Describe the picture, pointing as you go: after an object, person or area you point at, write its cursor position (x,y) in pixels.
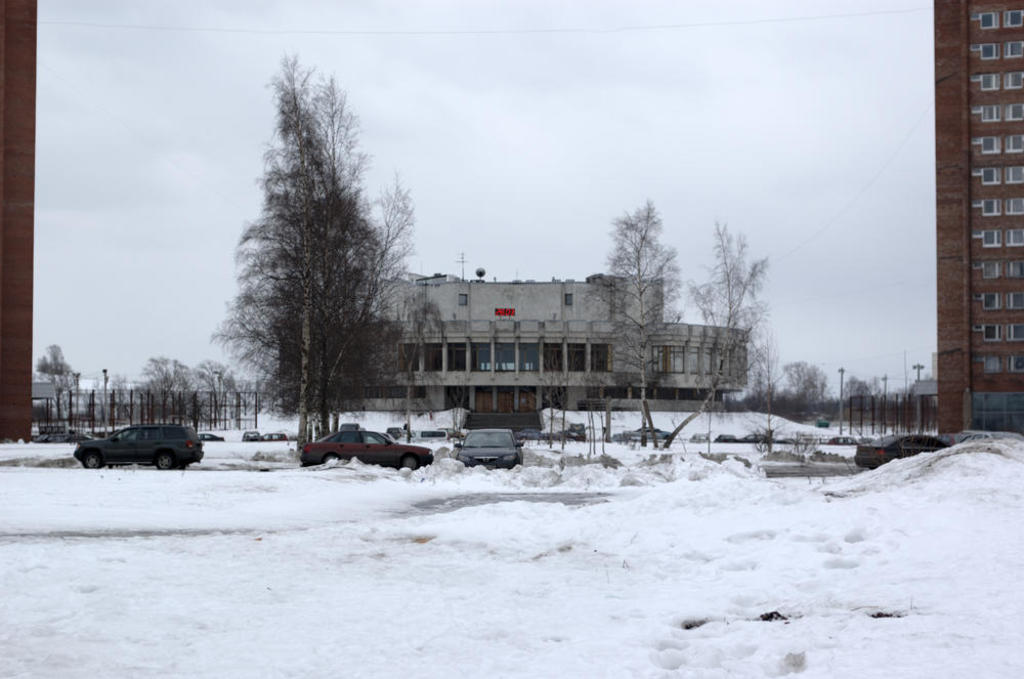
In this picture we can see few vehicles (330,443) in the snow (434,536), in the background (384,311) we can see few trees (258,299), buildings (568,287) and poles (919,402).
